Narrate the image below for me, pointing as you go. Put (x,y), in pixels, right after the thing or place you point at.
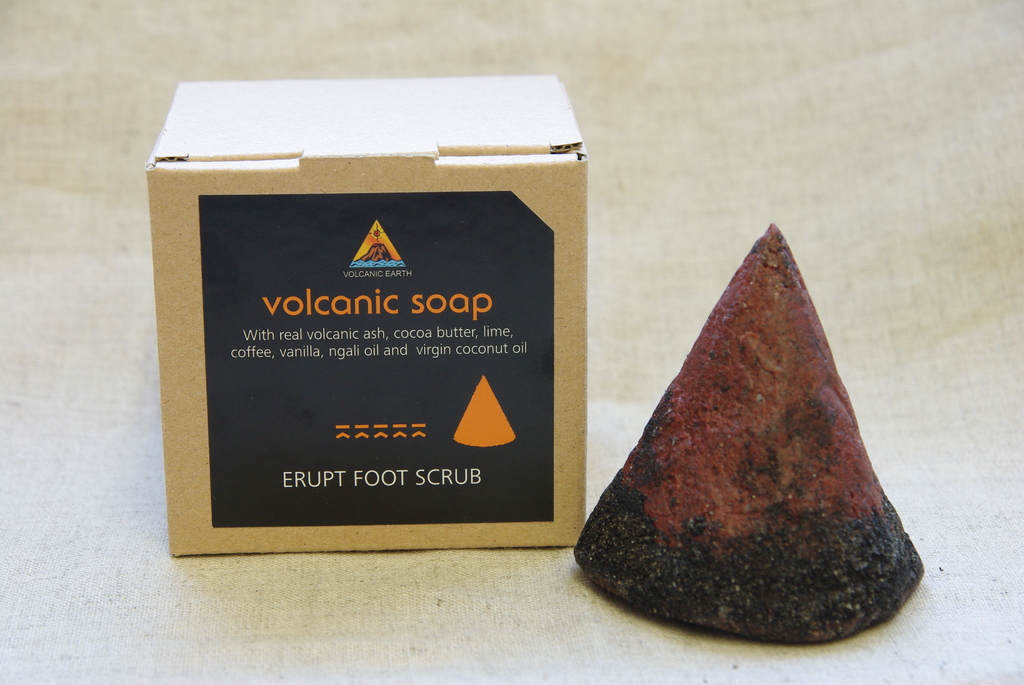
In this image we can see a stone (793,457) and a box (433,297) with some text (378,354) beside the stone (788,470).
